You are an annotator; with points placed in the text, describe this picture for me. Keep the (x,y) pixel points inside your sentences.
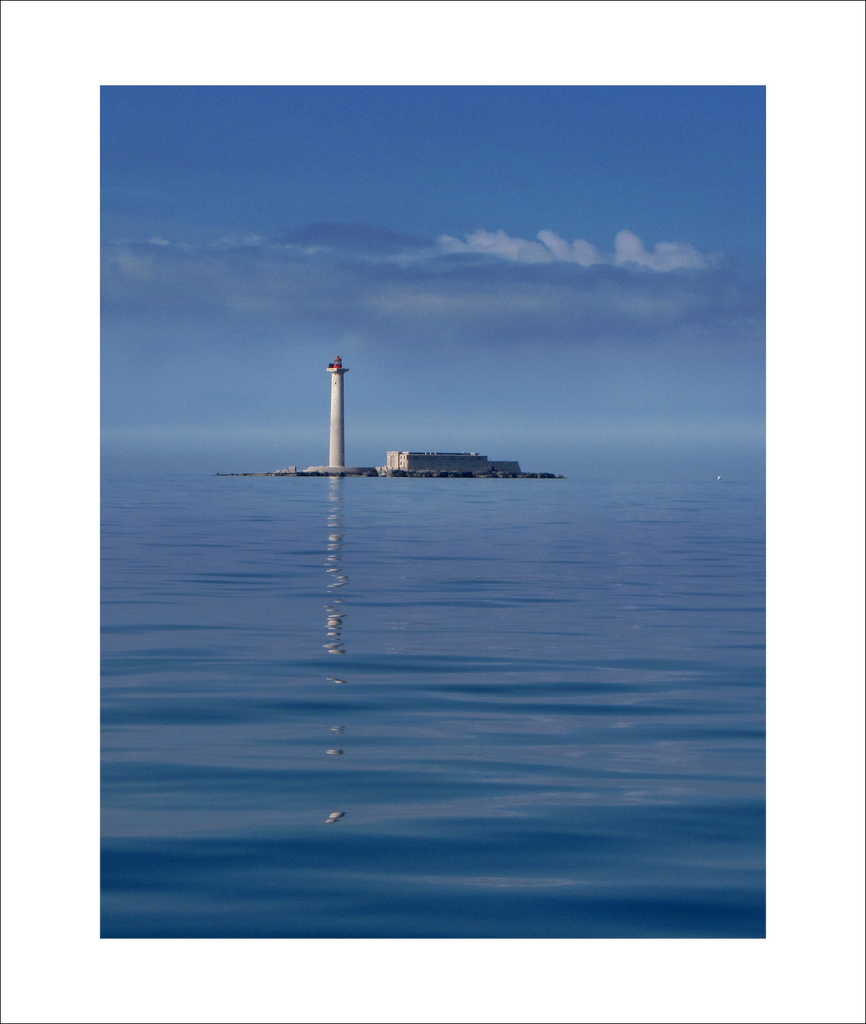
Here I can see the water (395,782). It is looking like an ocean (385,609). In the background (434,468) there is a building (407,456) and tower (333,386). On the top of the image (446,201) I can see the sky (231,193) and clouds (548,283).
